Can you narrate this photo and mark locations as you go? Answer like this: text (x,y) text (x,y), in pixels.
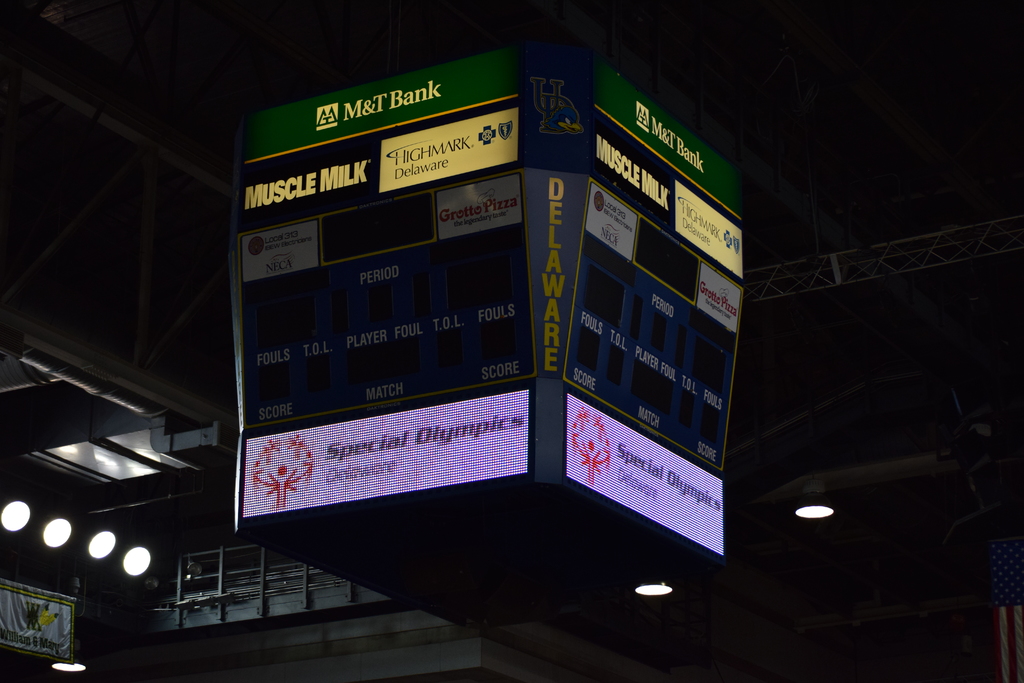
In this image there is a board (516,294), there is text (347,172) on the board (474,317), there are lights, there is a flag (1009,547) truncated towards the bottom of the image (1017,559), there is an object (68,622) truncated towards the left of the image (54,625), there is the roof (149,321) truncated towards the left of the image (106,305), there is the roof (933,299) truncated towards the right of the image (921,282), there are light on the roof (127,443), the background of the image (147,39) is dark.
